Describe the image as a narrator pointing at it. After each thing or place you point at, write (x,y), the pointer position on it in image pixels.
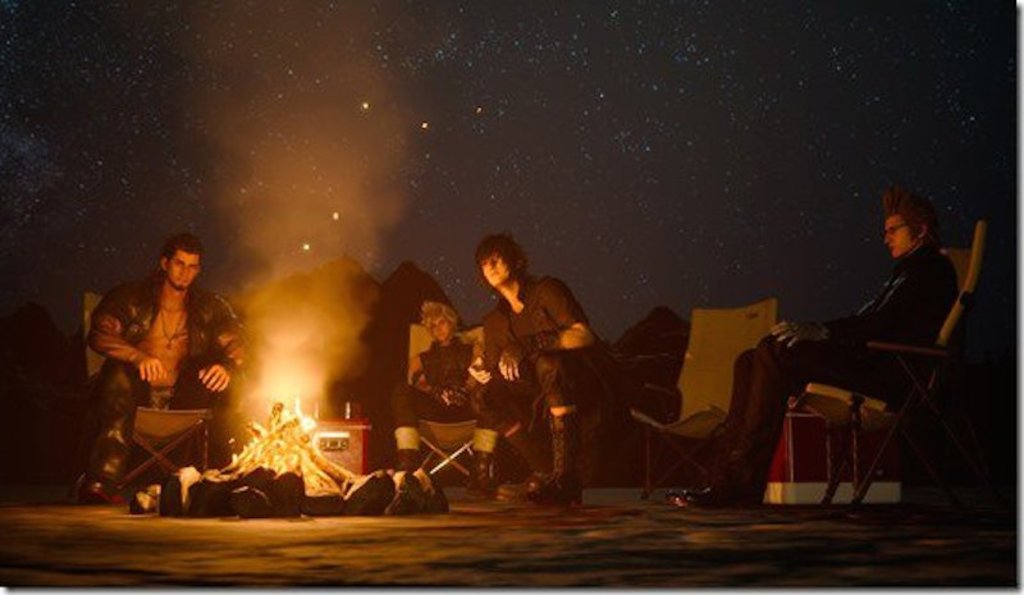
In the foreground of this animated image, there are men (917,315) sitting on the folding chairs (718,409) and we can also see two boxes (792,456) beside them. In front of them, there is fire (303,473) and stones (286,511) around it. At the top (332,113), we can see smoke (343,139), sky (468,142) and stars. In the background (657,327), it seems like mountains (317,271).
